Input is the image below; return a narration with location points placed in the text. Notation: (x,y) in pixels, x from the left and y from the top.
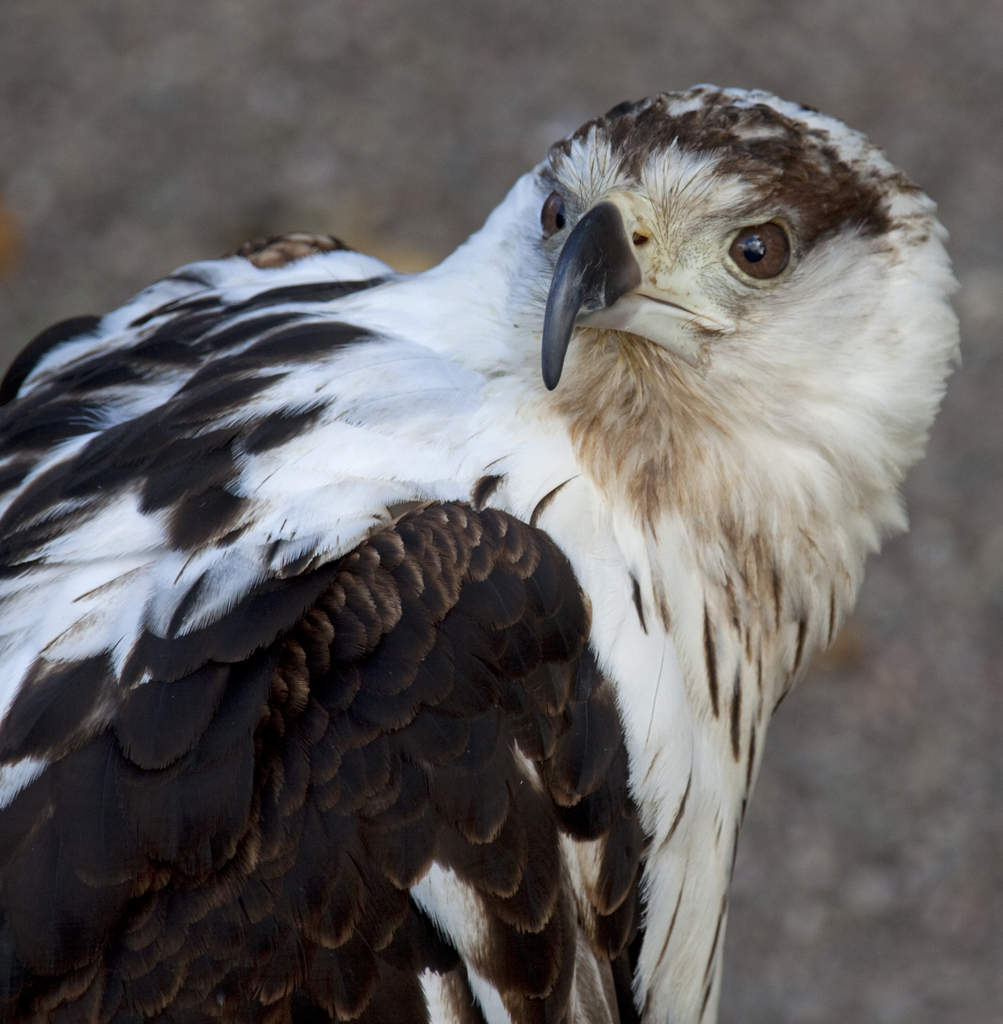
In this image in the foreground (594,420) there is one bird (488,783), and in the background (196,162) there is a grey surface (143,184).
